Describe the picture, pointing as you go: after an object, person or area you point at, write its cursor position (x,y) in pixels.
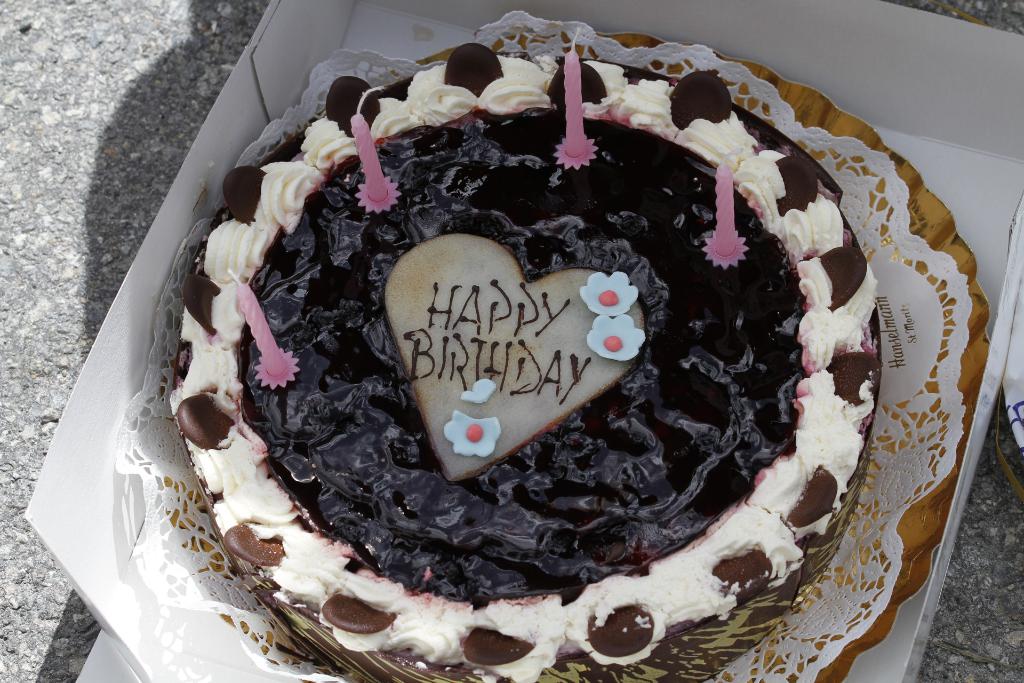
This image is taken outdoors. On the left side of the image (54,389) there is a road (29,344). In the middle of the image (606,293) there is a cake (369,333) with candles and cream (710,137) on the tray (255,655). The tray (895,601) is kept in the cardboard box (286,73).
